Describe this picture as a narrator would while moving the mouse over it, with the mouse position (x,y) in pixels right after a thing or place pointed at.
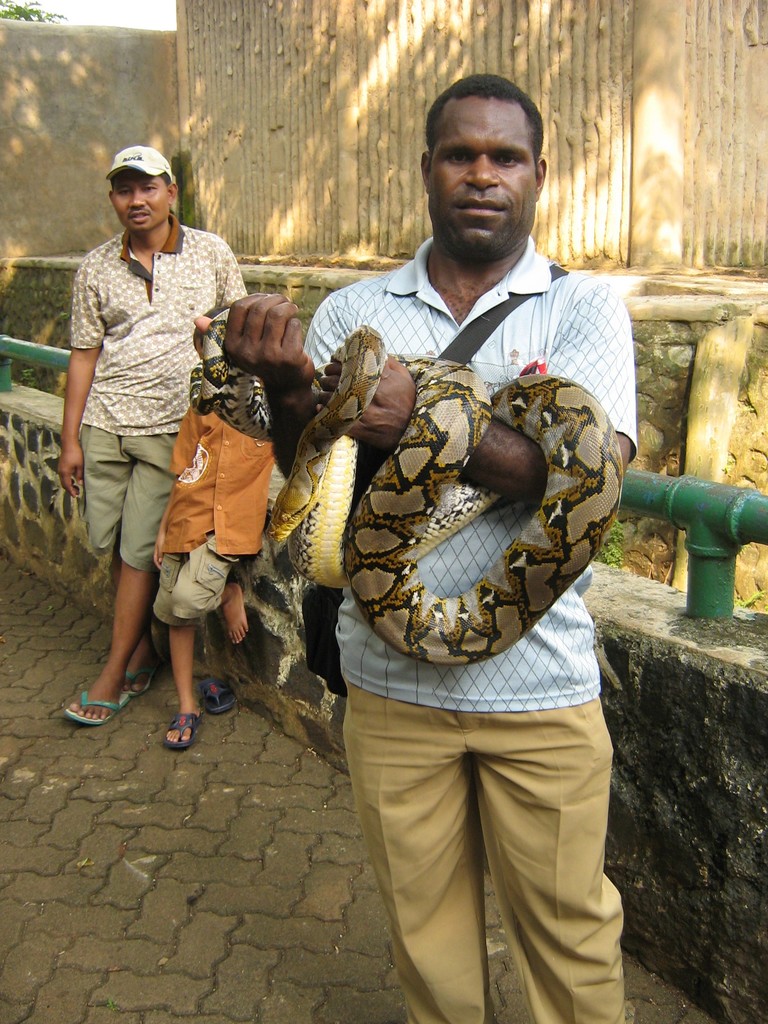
This person (449,871) holds a snake (396,614). This is a rod (685,523). Far there is a tree (14,9). Beside this person (598,693), 2 persons (117,309) are standing. This person (140,395) wore cap (143,168).
